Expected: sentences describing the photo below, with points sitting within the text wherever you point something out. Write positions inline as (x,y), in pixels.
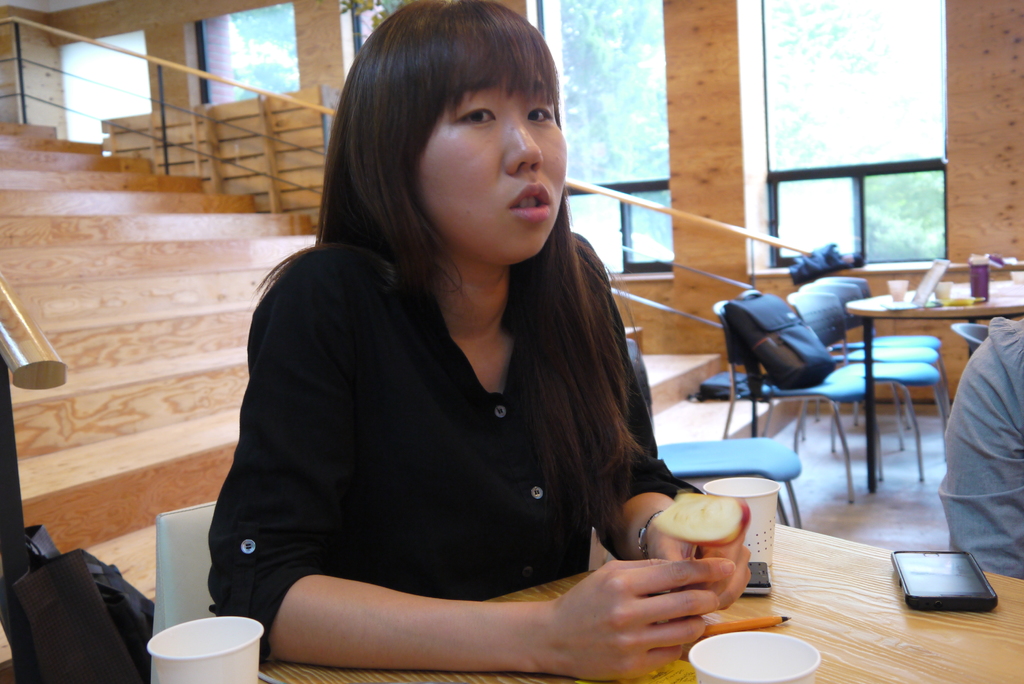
In this picture we can see woman (435,307) holding fruit (740,537) in her hand (678,557) and in front of her on table (861,552) we have glasses (224,647), mobile (932,556), pen (731,624) where she is sitting on chair (195,540) and in background (107,243) we can see steps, fence (182,147), wall (724,84), windows (816,169), bag (801,362) on chair (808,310).
